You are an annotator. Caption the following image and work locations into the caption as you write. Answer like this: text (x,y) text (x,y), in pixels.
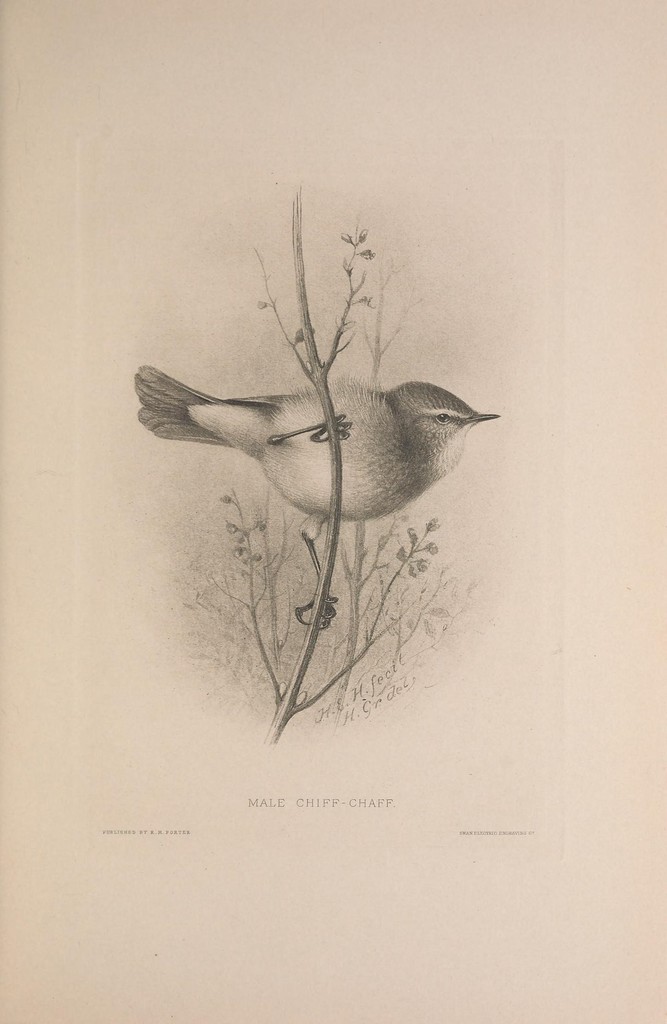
In this image we can see an art (351,489) of a bird (365,484) which is on the plant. Here we can see some the watermark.
